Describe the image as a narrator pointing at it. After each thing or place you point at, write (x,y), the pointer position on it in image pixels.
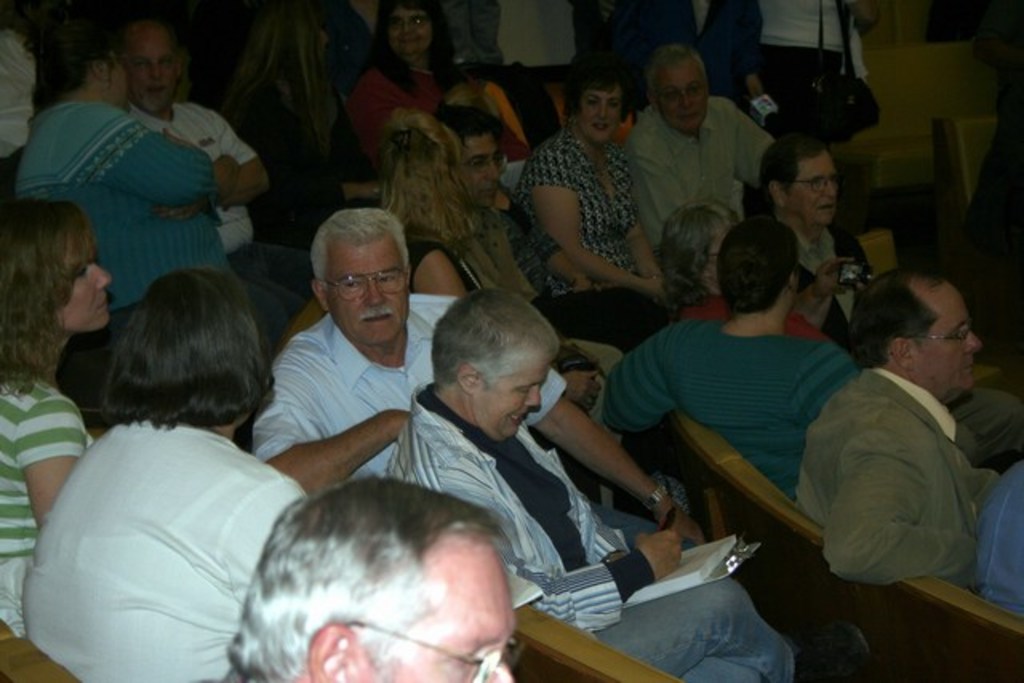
In this picture there is an old man (376,353) who is wearing spectacle (391,282) and white shirt (293,423). Beside him we can see woman (510,541) who is holding a book (682,587). Both of them are sitting on the bench (553,682). Here we can see a group of persons (473,42) were standing near to the wall (517,65). On the right (888,311) there is a man (907,376) who is sitting near to the person (829,372) who is wearing green t-shirt (784,369).
